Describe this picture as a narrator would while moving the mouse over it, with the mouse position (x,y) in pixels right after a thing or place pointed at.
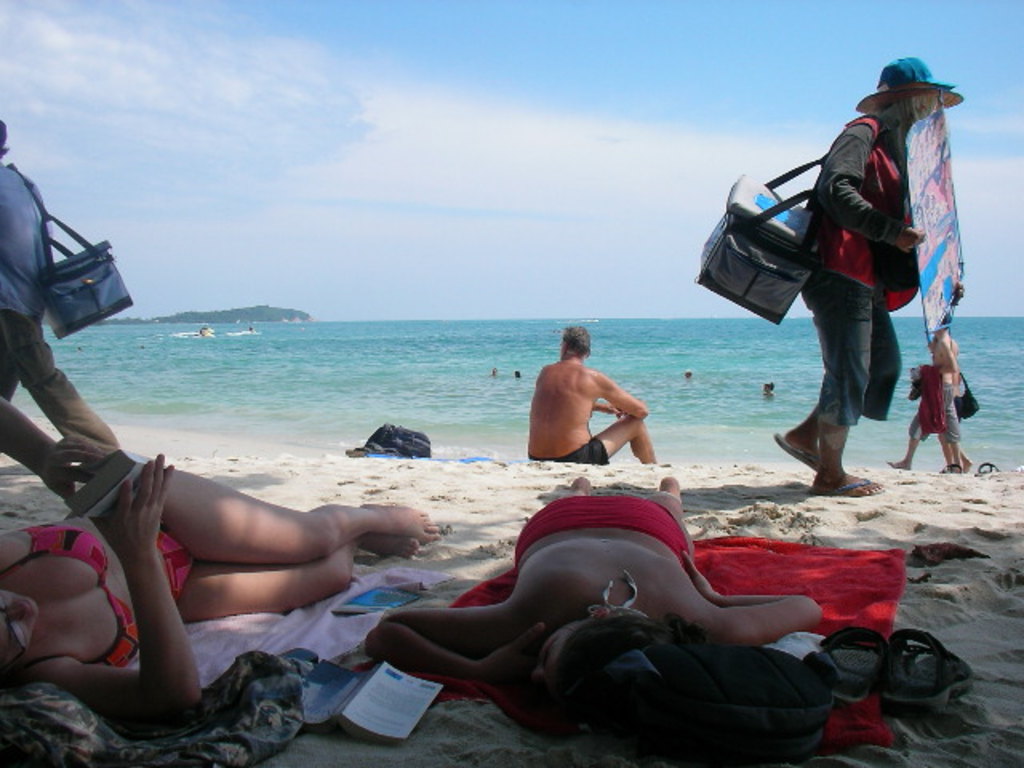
In this picture I can observe two women (446,632) laying on the sand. I can observe some people (858,205) in the beach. In the background (650,400) there is an ocean (522,343) and I can observe sky (458,156).
